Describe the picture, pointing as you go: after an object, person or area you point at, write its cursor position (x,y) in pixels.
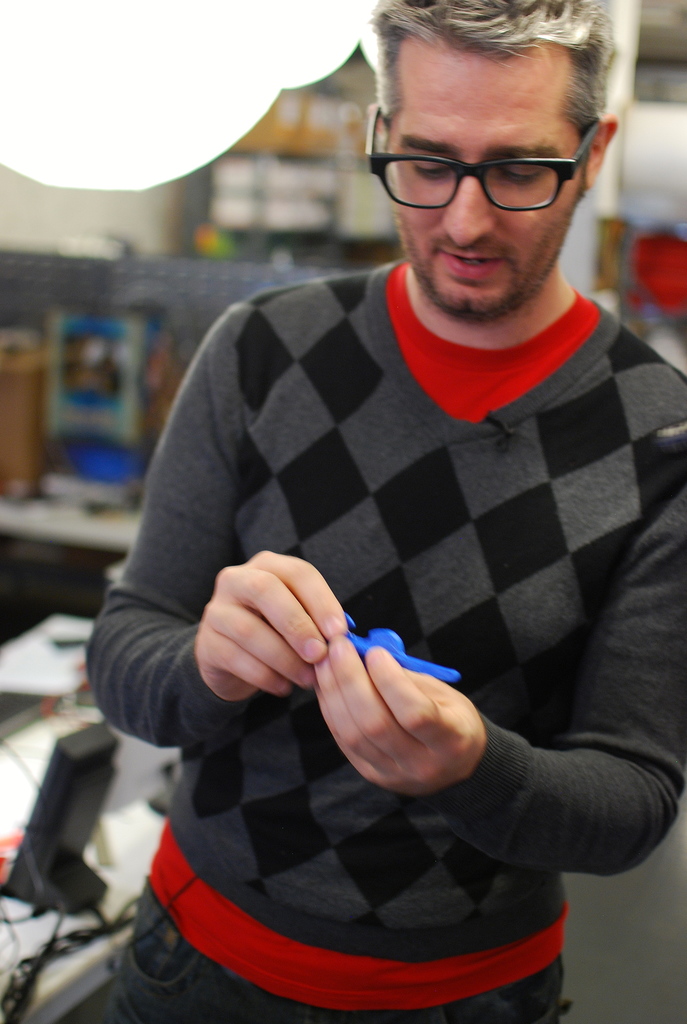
In this image in the foreground (357,652) there is one person (415,760) who is standing and he is holding something, in the background (123,780) there is a table (85,961). On table (87,953) there is a computer (78,870) and some wires (60,955), and in the background (173,193) there are some objects (655,251) and a wall (90,222).
